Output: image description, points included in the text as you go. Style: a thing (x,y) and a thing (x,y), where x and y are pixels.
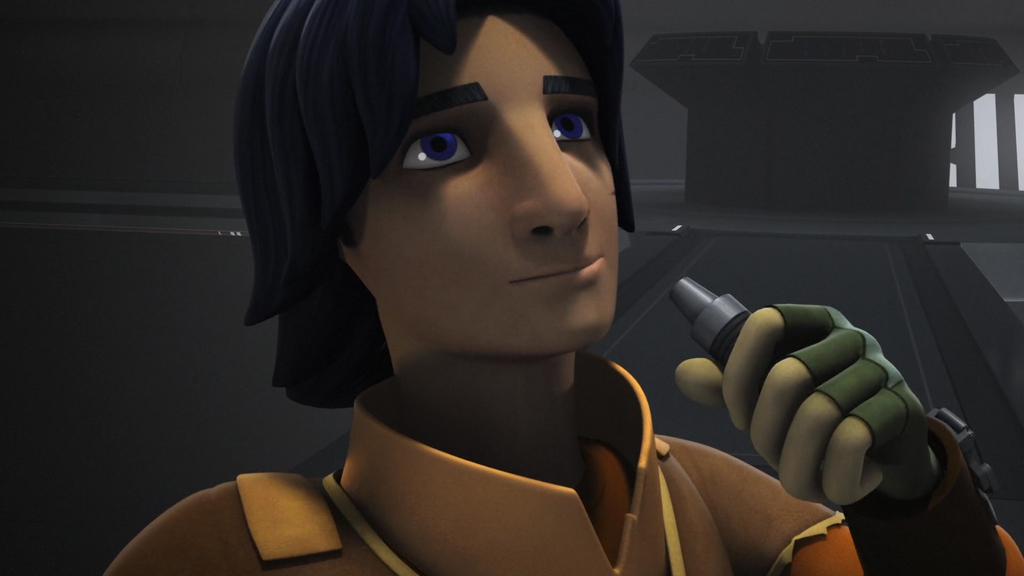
This image is an animation. In this animation we can see a person (441,515) holding an object (708,339). In the background (118,260) we can see a wall (117,232) and an object (867,163).
